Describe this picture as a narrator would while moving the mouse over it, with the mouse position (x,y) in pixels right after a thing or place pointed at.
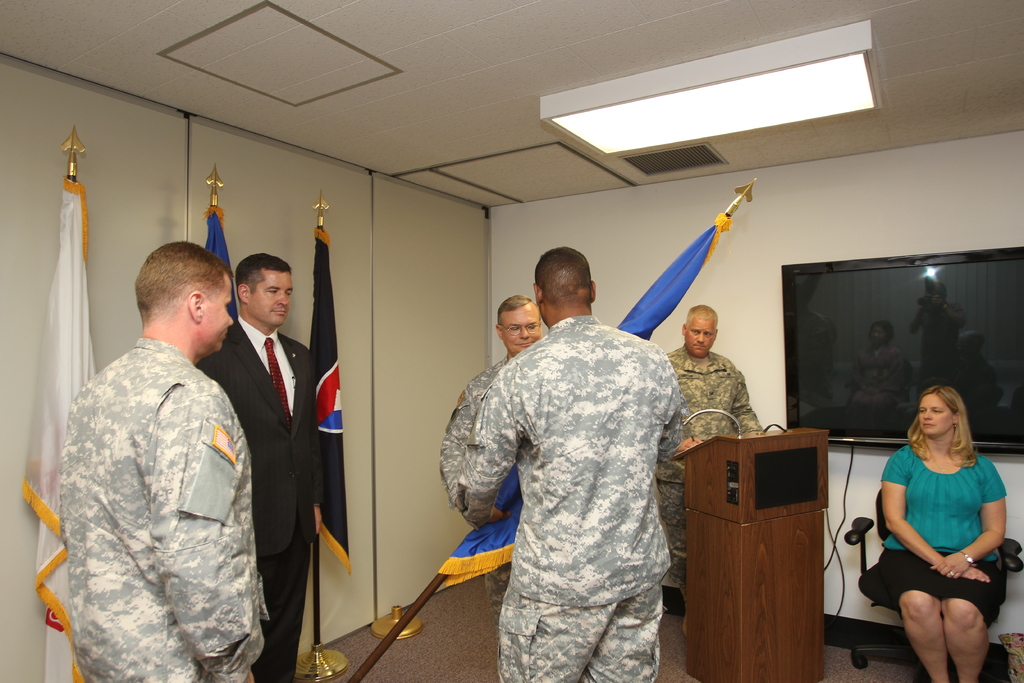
In this image I can see group of people (291,507) standing. In front (536,497) the person (605,486) is wearing military uniform (592,540). Background (876,305) I can see few flags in multi color and I can also see the screen (853,316) attached to the wall (766,204) and the wall (662,221) is in white color.
